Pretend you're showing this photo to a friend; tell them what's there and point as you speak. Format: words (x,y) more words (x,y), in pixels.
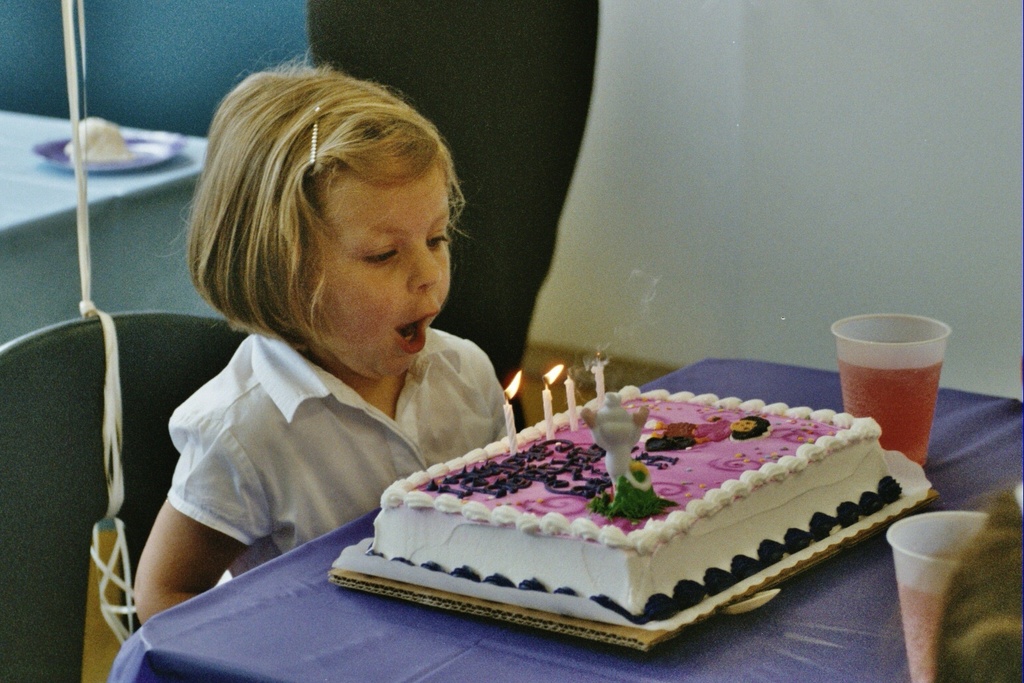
In this image I can see a person (275,325) is sitting and wearing white color dress (337,389). I can see the cake (845,445), cups (915,335) and few objects (734,608) on the tables (779,624). Back I can see the wall (602,111).
